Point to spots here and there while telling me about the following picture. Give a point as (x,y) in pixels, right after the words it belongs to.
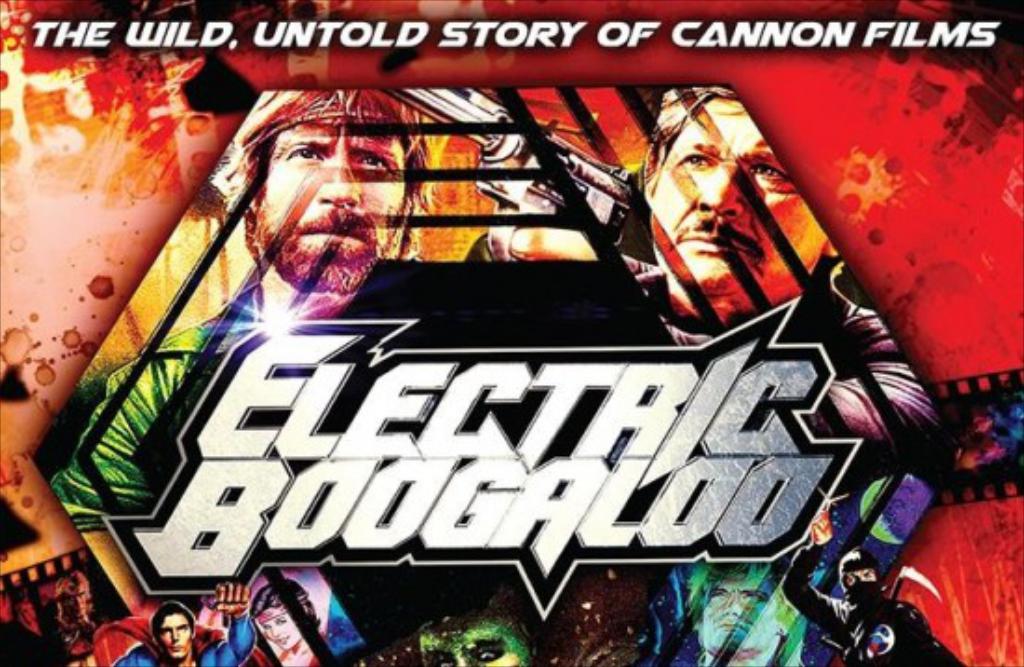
In this image I can see a poster (394,372) in which I can see few persons (510,248) and something is written.
